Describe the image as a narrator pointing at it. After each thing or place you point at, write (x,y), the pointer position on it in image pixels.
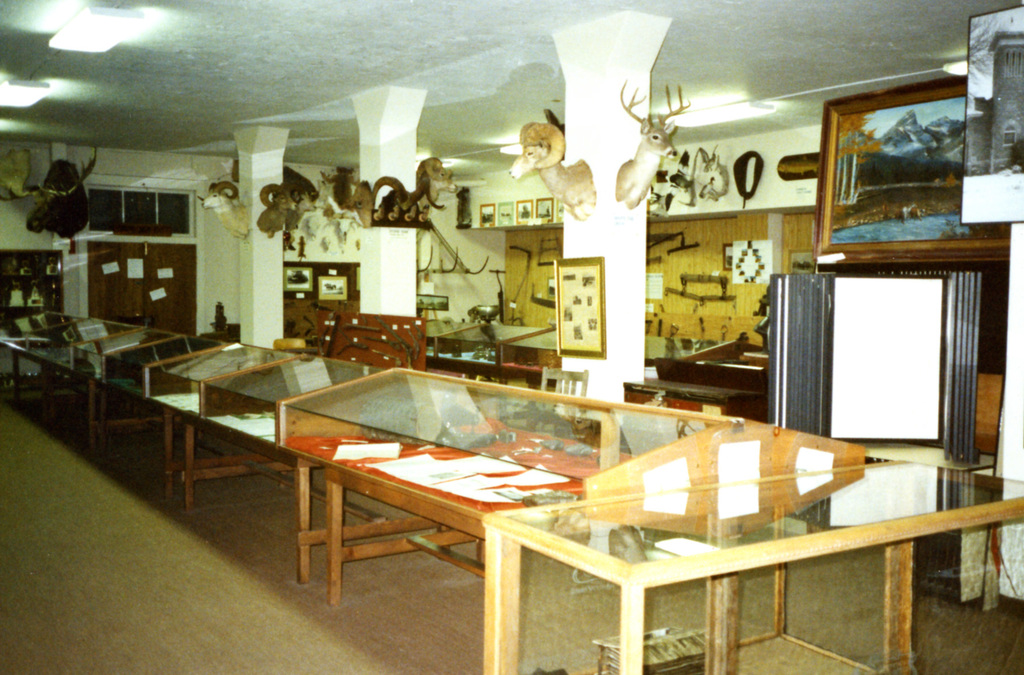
In this image we can see many tables (633,454), photo frames (578,301) on wall (751,175) and statues (632,164) on pillars (372,185).
